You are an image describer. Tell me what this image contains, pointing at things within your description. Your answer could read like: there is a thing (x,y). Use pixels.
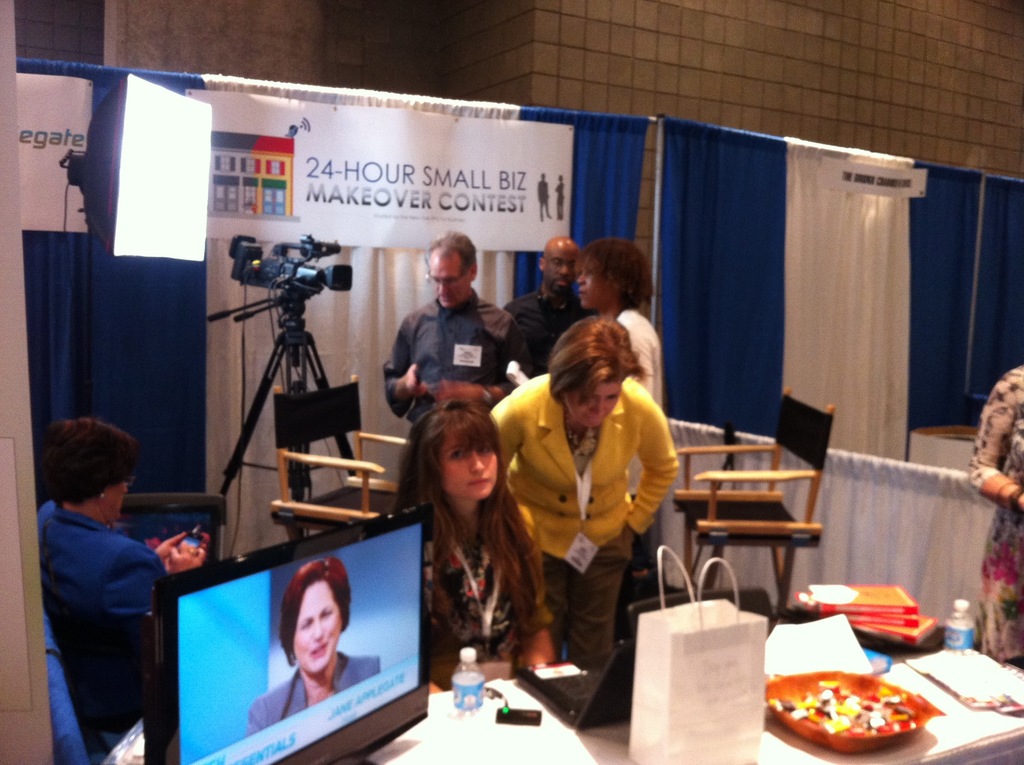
In this image we can see some people (430,393) on the floor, one woman (606,516) is looking into a laptop (613,664). We can also see a television (337,695), a bottle (474,689), bag (648,684), plate (837,743), paper (835,640), books (919,631) and pad (960,691) on the table (492,731). On the backside (148,552) we can see a woman (114,679) sitting on the chair (126,672) holding a cellphone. We can also see a light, camera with stand (228,482), three people (443,378) standing, a wall (668,68) and the curtains (681,197).
